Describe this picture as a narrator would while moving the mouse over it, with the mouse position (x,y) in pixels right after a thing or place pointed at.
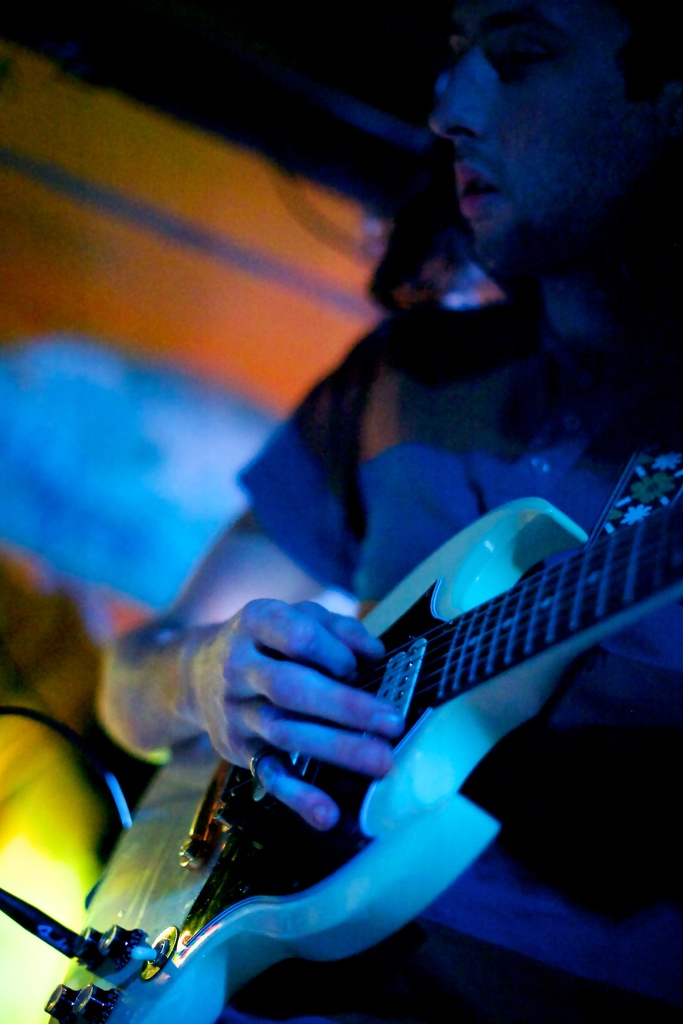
In this picture we can see a man (573,407) playing a guitar (415,728), there is a blurry background (170,253).
